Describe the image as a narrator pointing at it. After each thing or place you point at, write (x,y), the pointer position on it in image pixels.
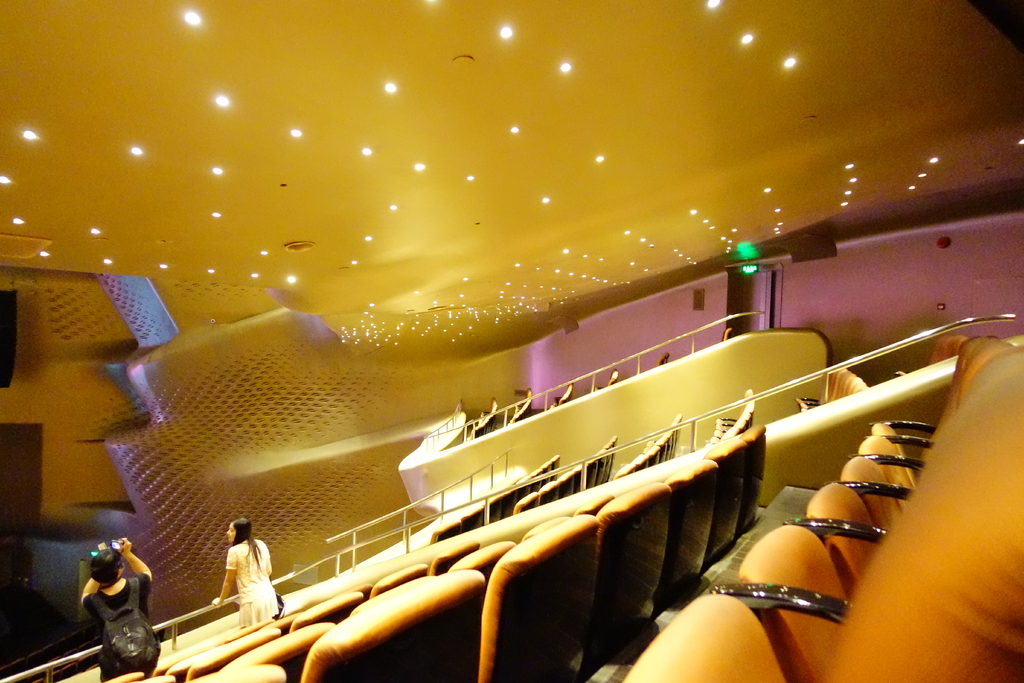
In this image, I can see the chairs (268,635). At the bottom of the image (256,591), I can see two people (261,603) standing. At the top of the image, I can see the ceiling lights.
